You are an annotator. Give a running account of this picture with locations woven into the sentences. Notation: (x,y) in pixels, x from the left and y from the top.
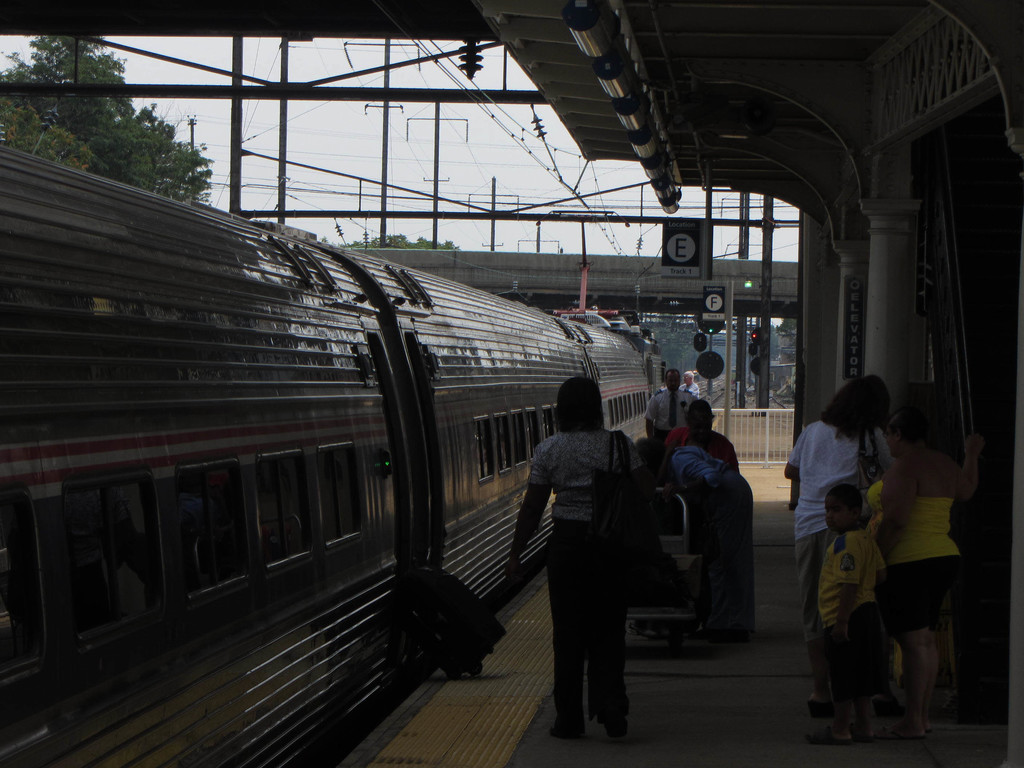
This image is taken at the railway station (788,128). There is a train (493,494) in the image. There are people (566,382) standing at the station (735,747). There are electric poles (434,180). There is a tree (81,137) in the image.
